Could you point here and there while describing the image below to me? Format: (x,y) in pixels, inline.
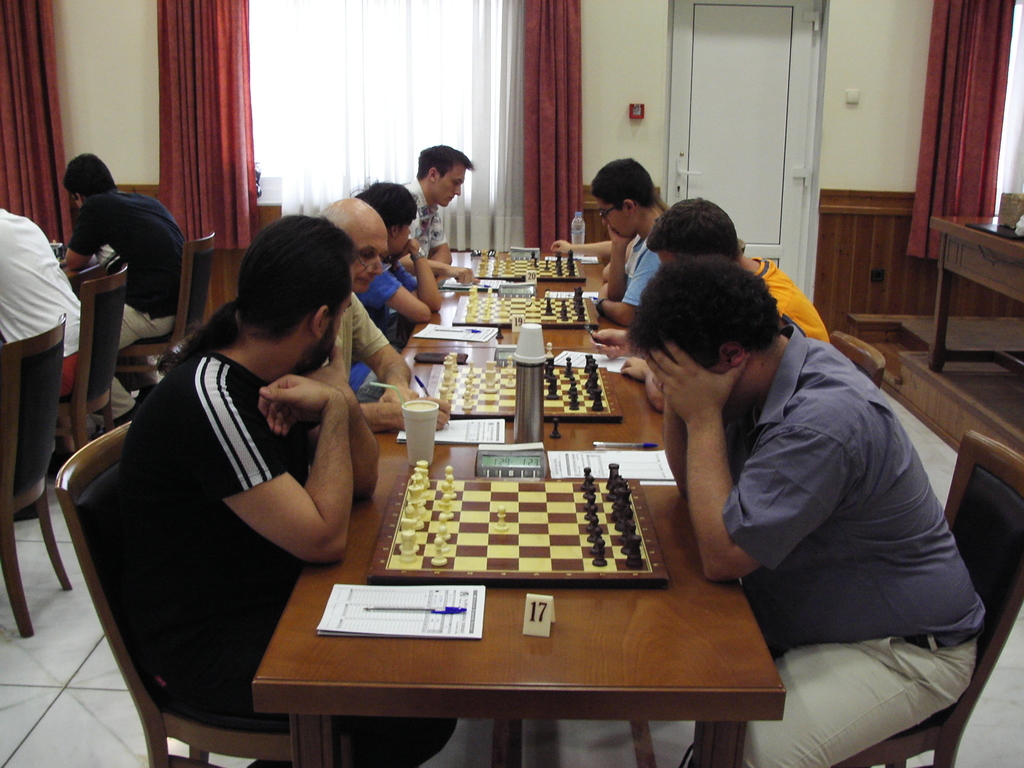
There are eight men (634,230) sitting on a long table (442,283). They are playing chess in four sets. There are four chess boards (486,518), few glasses (532,341), flask (518,396), stopwatches (510,447) and notepads (475,441) on the table (464,652).
